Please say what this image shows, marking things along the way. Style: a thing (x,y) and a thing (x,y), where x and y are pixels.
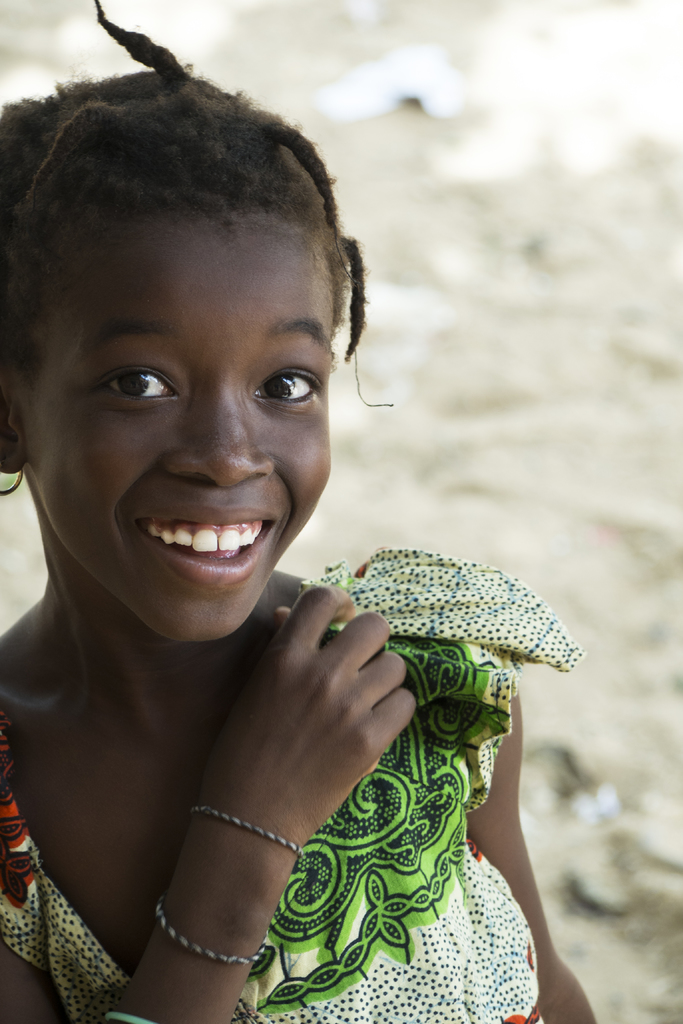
In this image I can see a person (354,818) wearing white, green and black color dress (415,852). Background (587,314) is in white color.
